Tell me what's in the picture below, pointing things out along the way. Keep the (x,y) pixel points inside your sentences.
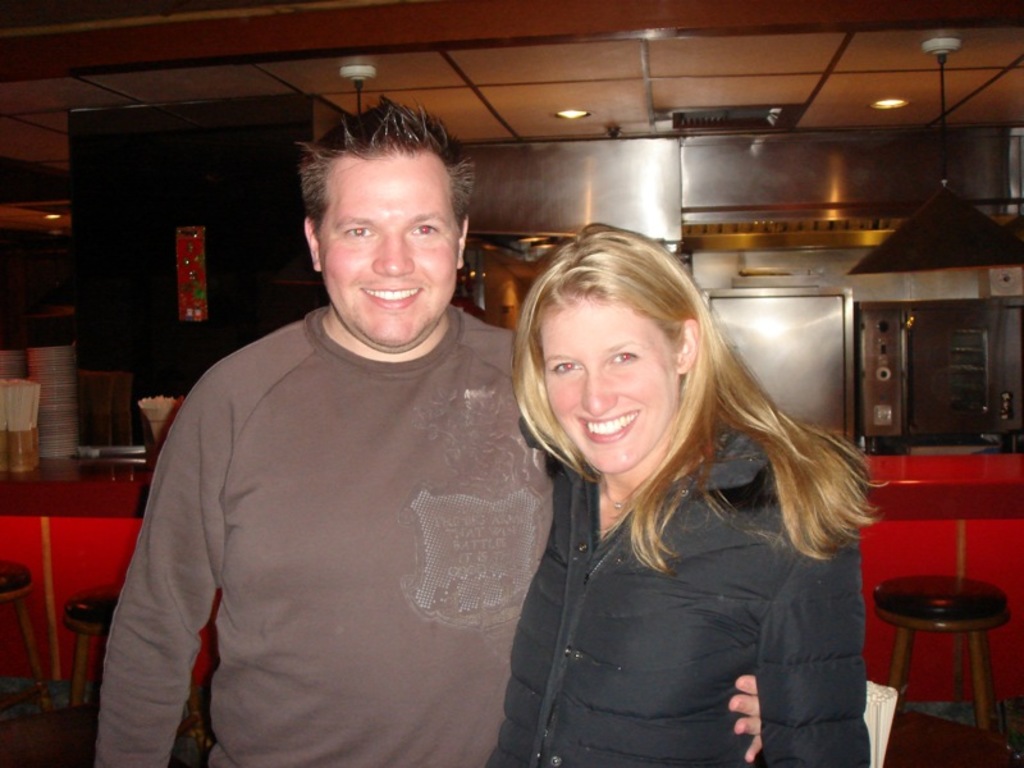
In this image we can see a man (497,460) and a woman (523,322) standing. On the backside (91,536) we can see some stools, a table (130,545) containing some plates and objects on it, some machines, devices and a roof (578,110) with some ceiling lights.
